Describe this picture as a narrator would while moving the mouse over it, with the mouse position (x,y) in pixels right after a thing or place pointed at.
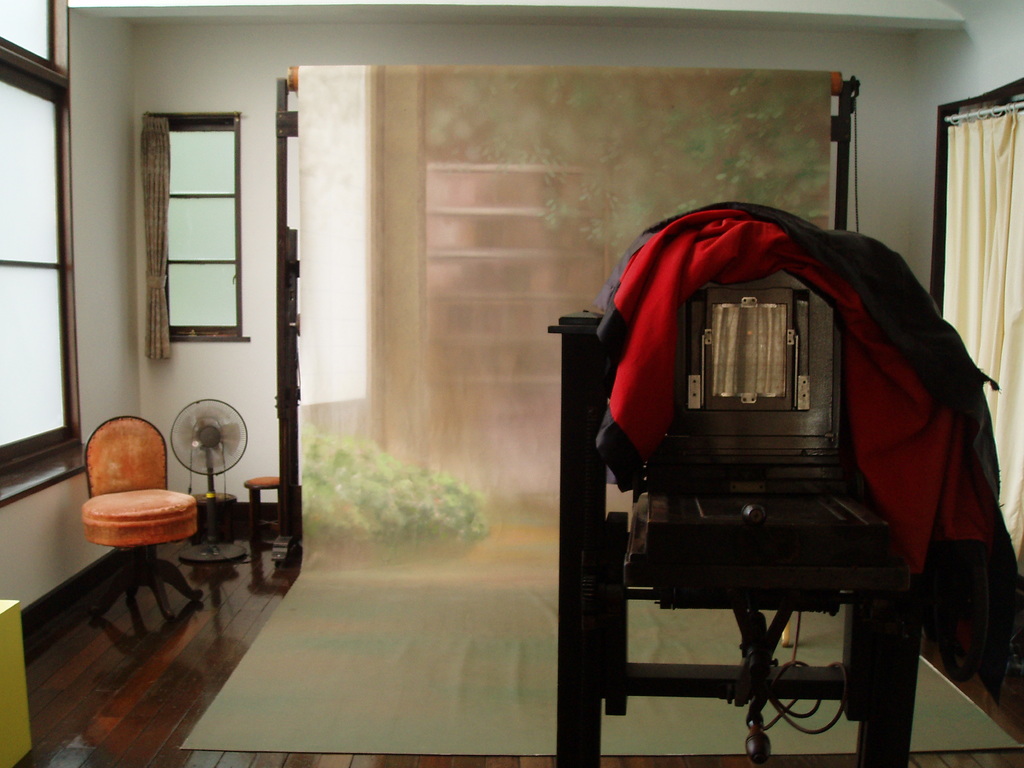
In this picture I see a brown color thing (743,418) in front (724,363) on which there is a cloth (719,249) which is of red and black in color and on the left side of this image (38,24) I see the windows (182,173) on the wall (106,264) and I see a chair (142,476), a fan (217,458) and a stool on the floor (182,671) and on the right side of this image (952,254) I see the curtain (953,205). In the background (372,499) I see the plants (381,490).
